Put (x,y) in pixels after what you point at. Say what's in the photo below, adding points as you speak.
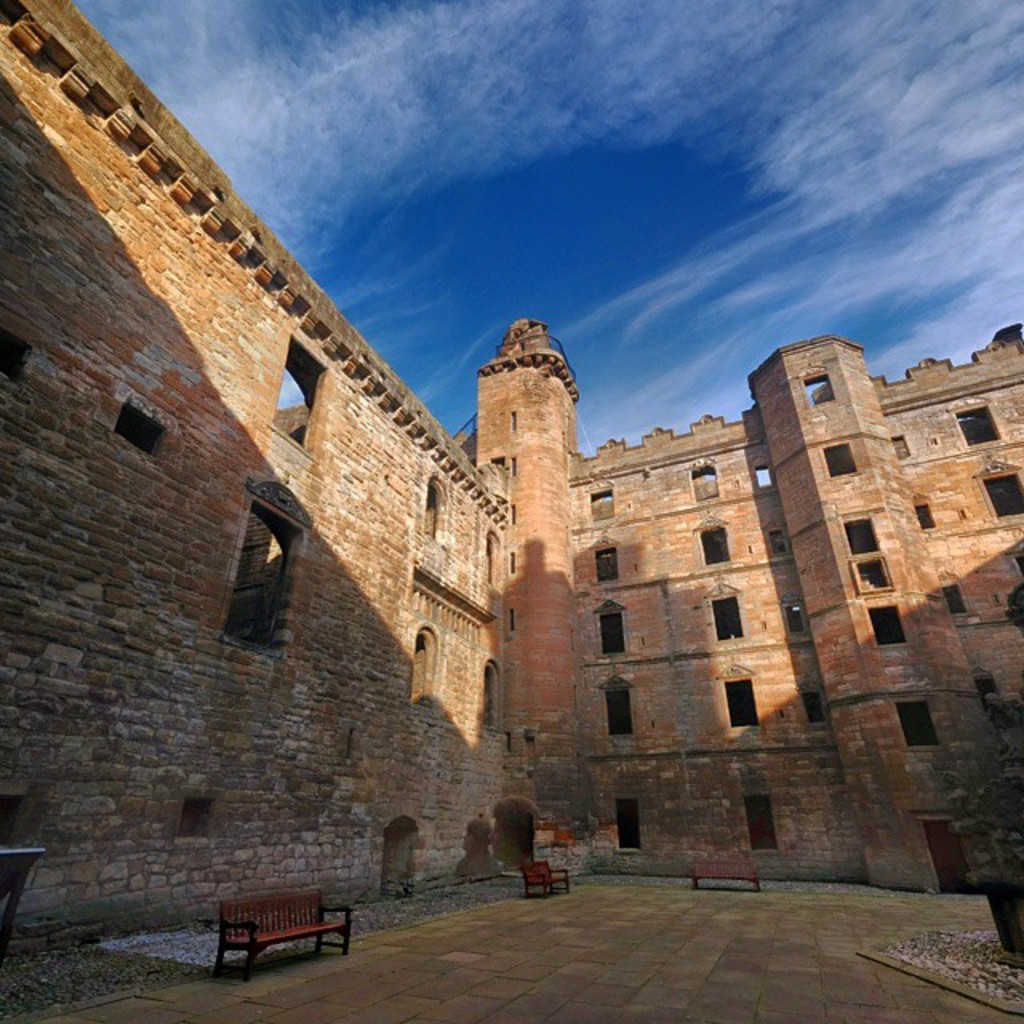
In this image we can see a building (485,698) with windows (490,707). We can also see some benches (337,923), stones (381,918) and a plant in a pot (994,899) on the ground (966,907). On the backside (655,146) we can see the sky (684,193) which looks cloudy.
